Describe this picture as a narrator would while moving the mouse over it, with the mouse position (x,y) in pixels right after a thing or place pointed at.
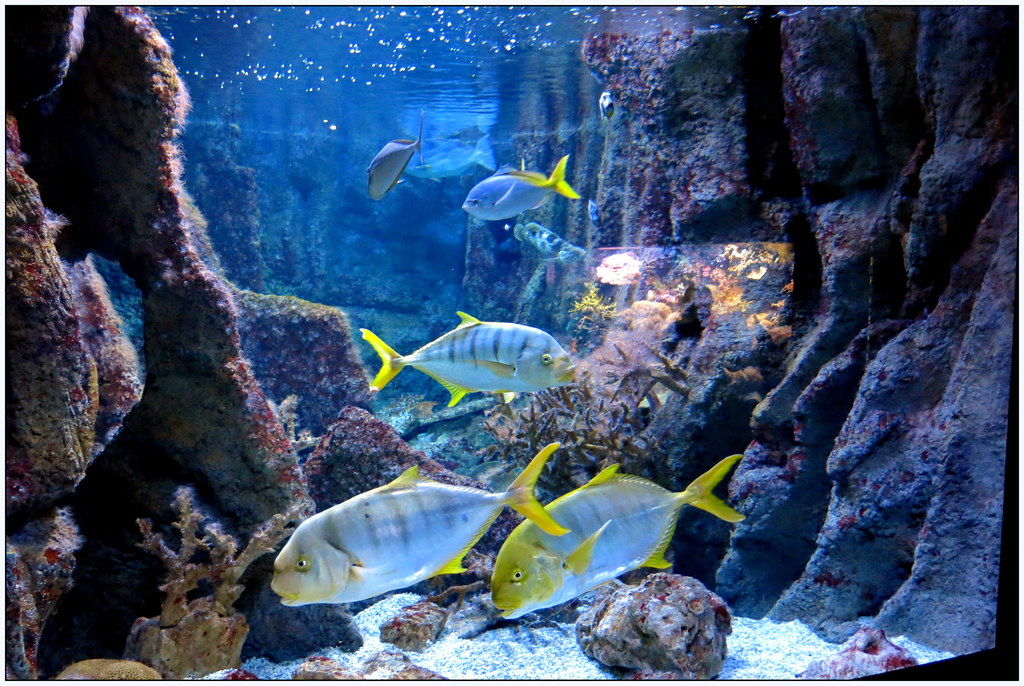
In this image I can see few fish (302,558) in the water (591,274) and they are in blue and yellow color and I can also see few aquatic plants (584,393).
